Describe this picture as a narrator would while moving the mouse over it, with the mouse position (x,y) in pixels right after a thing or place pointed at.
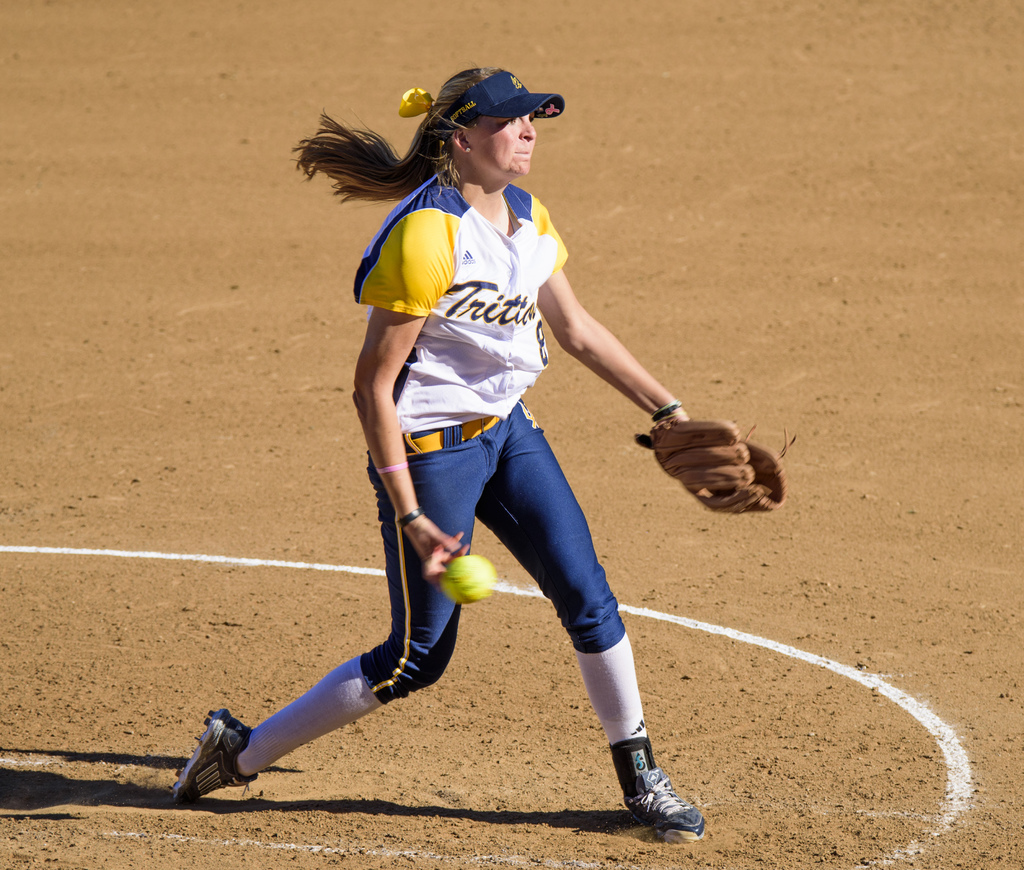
In this picture there is a woman (441,438) standing on the sand (542,637) and holding a glove (664,455) in one of her hand (702,463) and a ball (476,580) in her another hand (431,566).
